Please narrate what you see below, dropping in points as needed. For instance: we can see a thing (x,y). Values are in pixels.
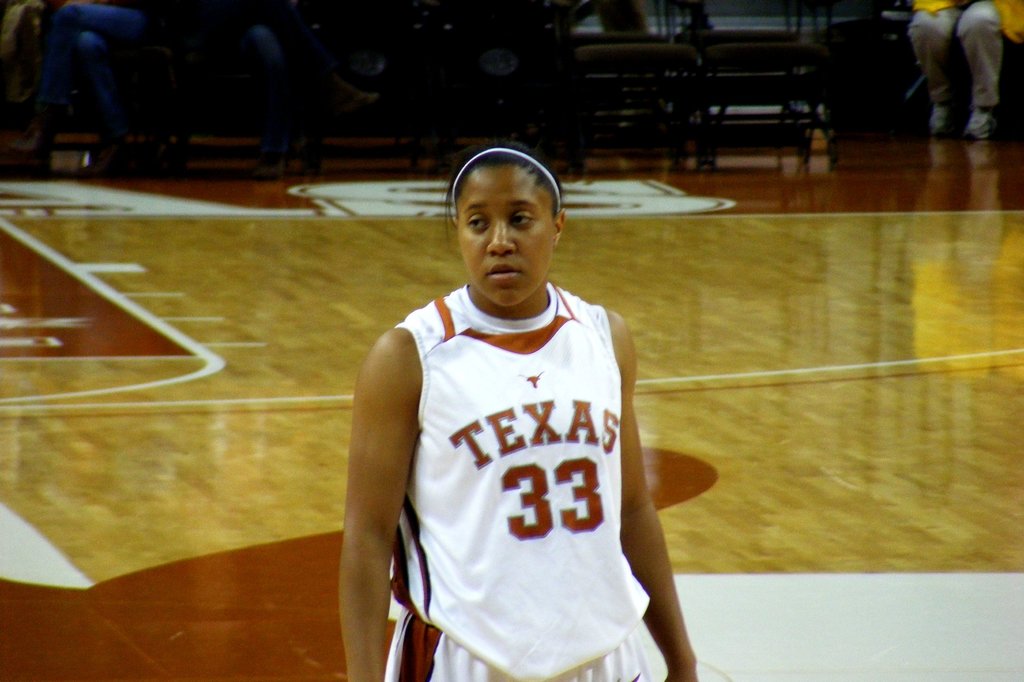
In this image I can see a woman (450,329) in the front (438,342) and I can see she is wearing the white colour dress (435,445). I can also see something is written on her dress (448,386). In the background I can see few people (923,53) are sitting on chairs (902,12) and I can also see few empty chairs (680,76).
